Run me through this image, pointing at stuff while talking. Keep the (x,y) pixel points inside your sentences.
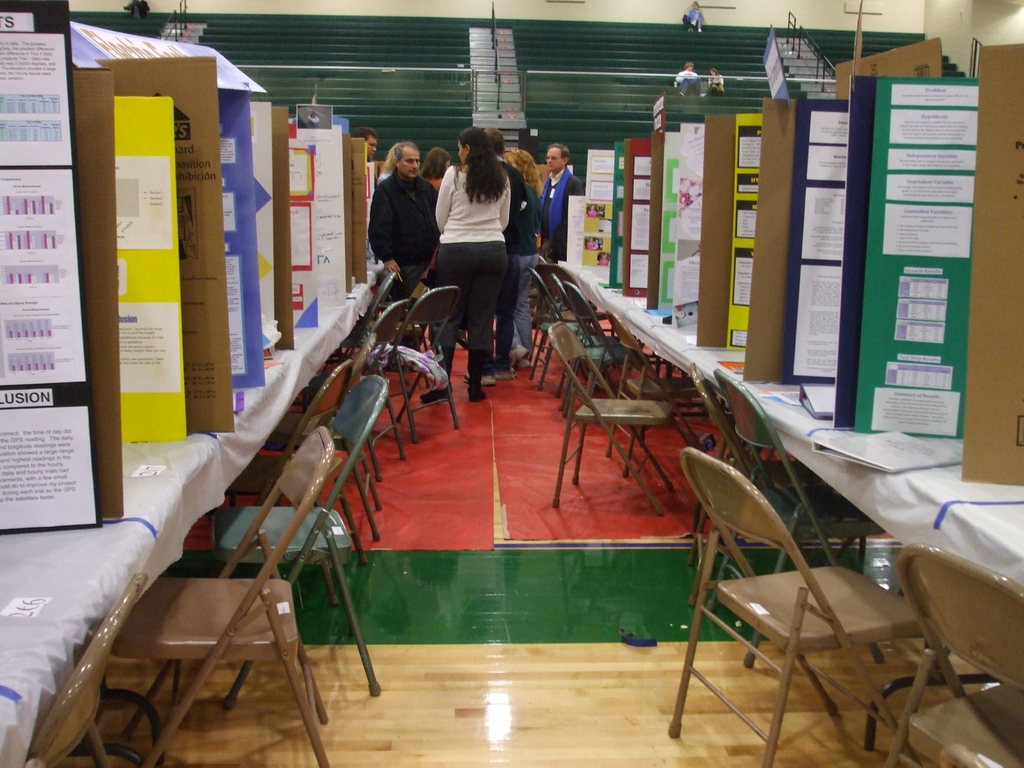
This is an inside view. Here I can see tables (936,532) covered with white cloth (877,523). On this table (108,533) there are some boards (776,239). In the background (468,232) I can see few people (493,234) are standing. On the top of the image (472,49) I can see the stairs (597,63) and few people (690,61) are sitting on that. Beside this tables (936,514) there are chairs (272,510) arranged in an order.
